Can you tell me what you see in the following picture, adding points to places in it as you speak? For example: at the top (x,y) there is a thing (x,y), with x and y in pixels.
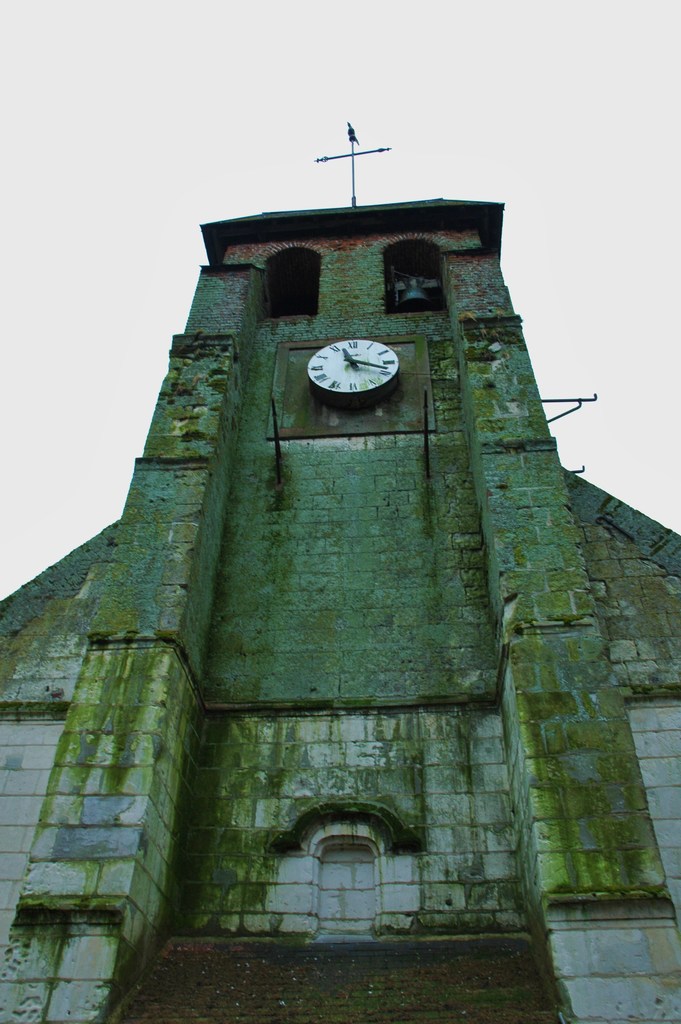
In this image we can able to see building (321,527) with wall clock (335,385) on it, there is a compass (353,164) on top of it, and we can see the sky (575,228).
